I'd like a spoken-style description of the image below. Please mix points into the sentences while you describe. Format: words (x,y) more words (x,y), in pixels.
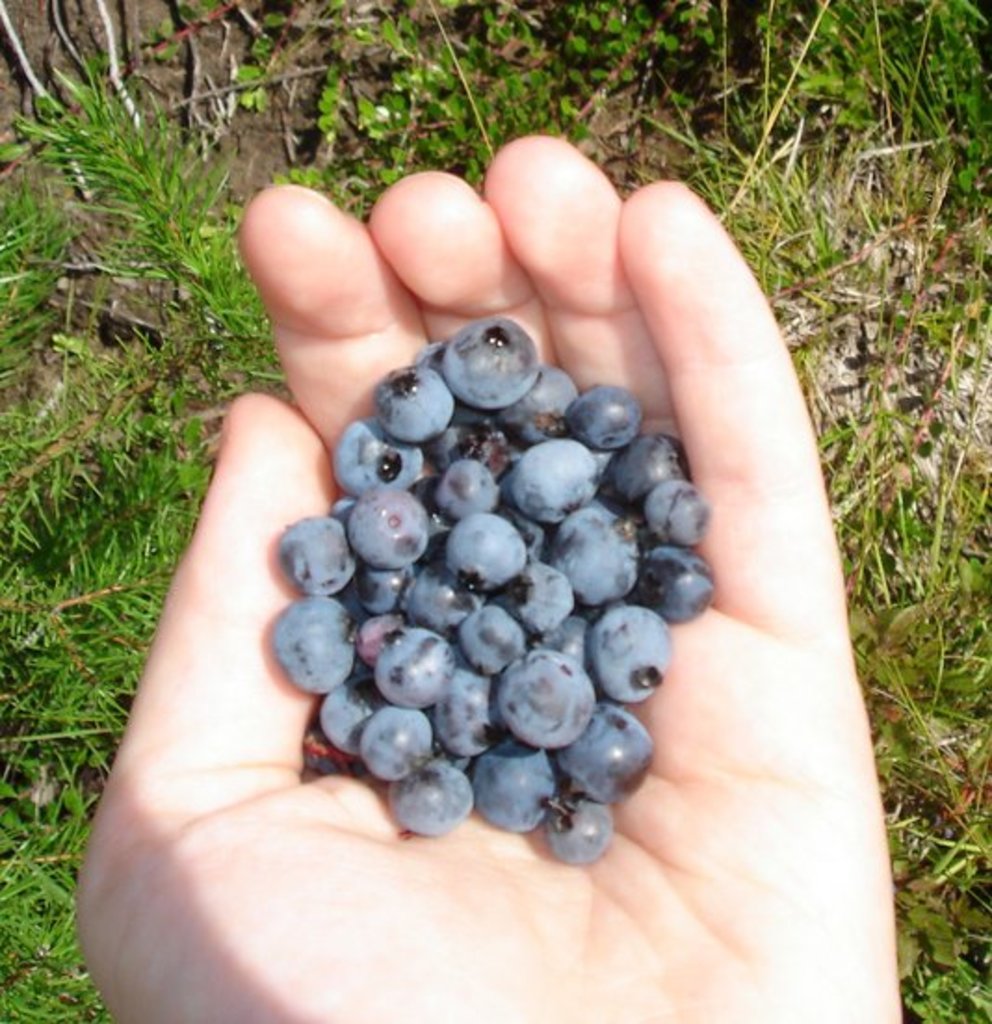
In this picture we can see a person's hand (351,788) and the person (152,1020) is holding the blueberries (436,563). Behind the hand (257,785), there are plants (162,398).
